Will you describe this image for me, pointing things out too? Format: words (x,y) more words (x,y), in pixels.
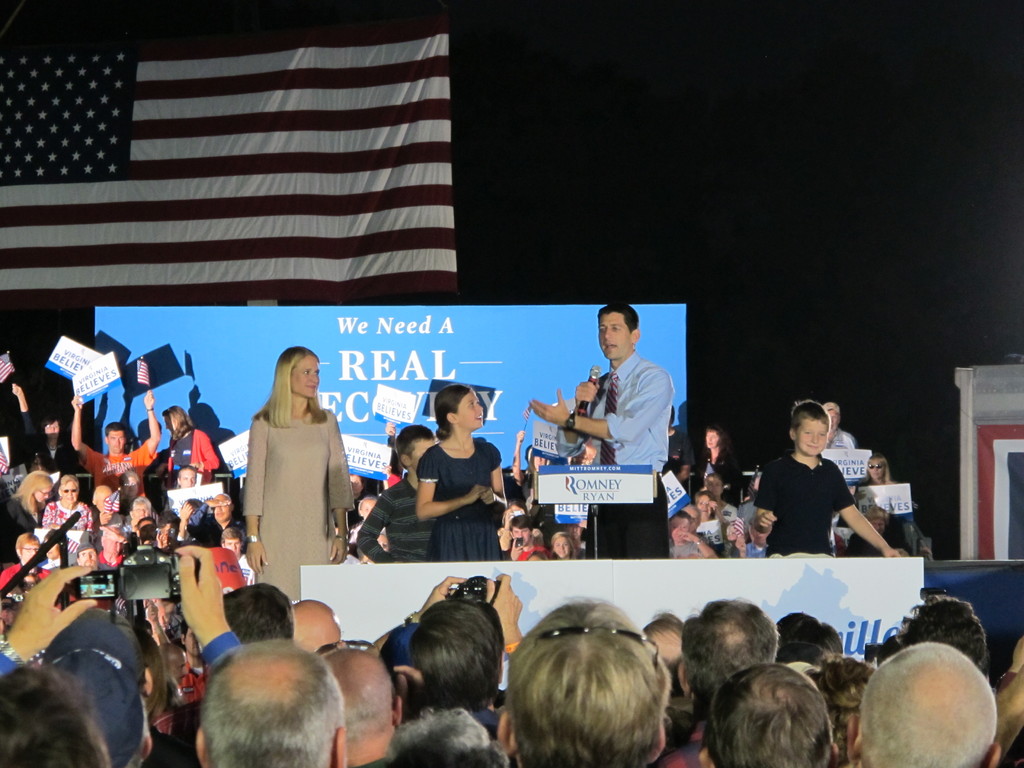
This image consists of so many people (491,641). There are some people (517,618) who are clicking pictures (114,594) and some are holding papers (7,454) and flags (527,411). There is a man (628,455) in the middle (643,432). He is holding mic (586,399) and speaking something. There is the flag (239,236) on the left side (162,246).
